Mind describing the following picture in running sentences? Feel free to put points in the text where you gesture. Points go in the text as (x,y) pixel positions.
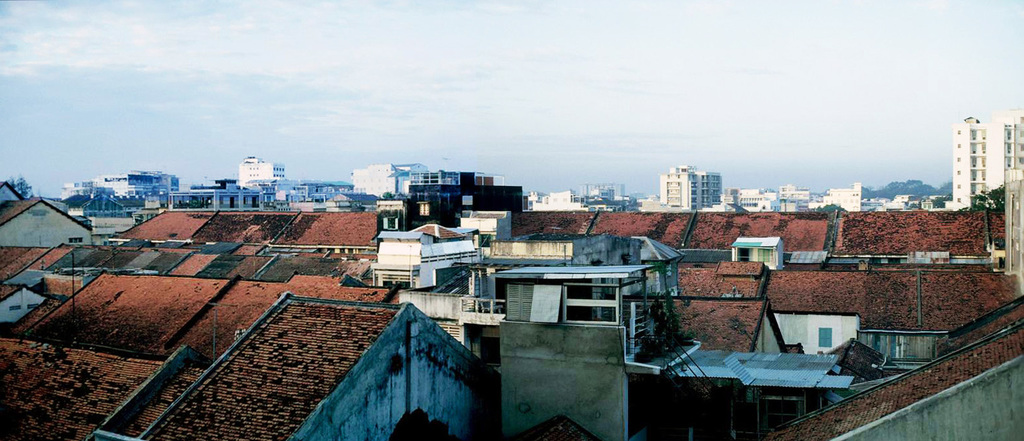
In this image I can see few buildings (50,270) in brown, white, cream and black color. Background (642,35) I can see trees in green color and the sky (437,99) is in blue and white color.
